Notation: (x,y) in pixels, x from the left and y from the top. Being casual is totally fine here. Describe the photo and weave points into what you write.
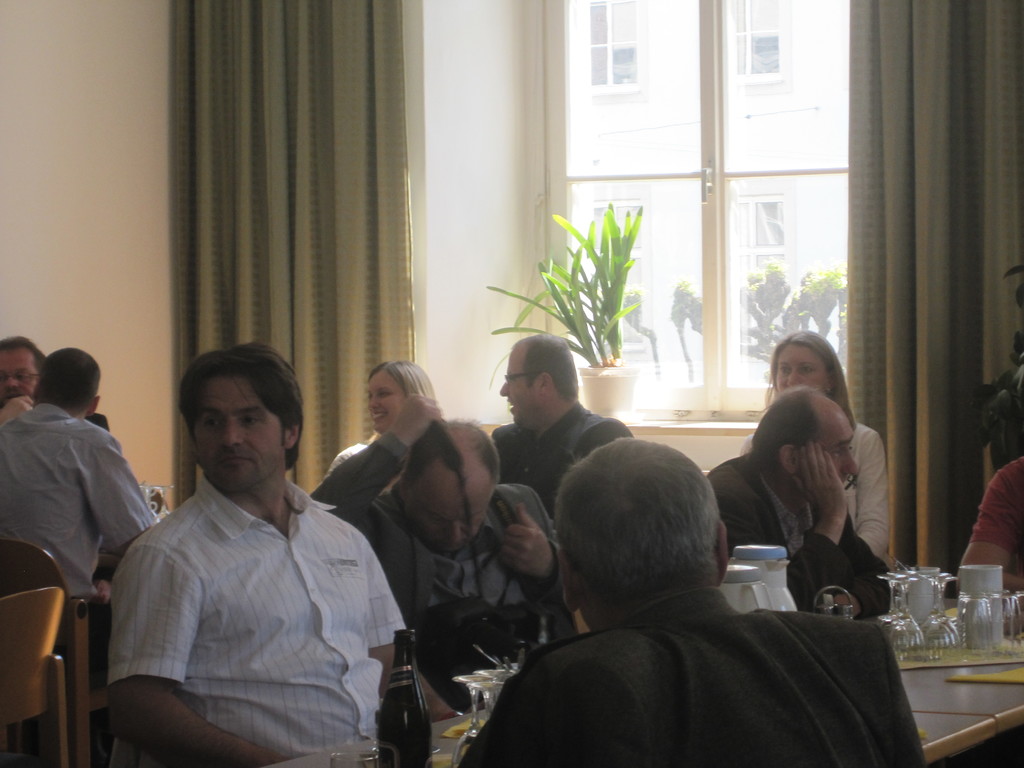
It is a restaurant (106,736), in front of the first dining table (447,737) there are some people (775,463) sitting, on the table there are glasses (896,623), flask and bottles (397,683), to the right side (726,259) there is a window (707,103) and a plant (600,407) in front of the window (688,299) outside the window (743,193) that is a building (743,193), in the background (96,91) there is a wall (136,102) and beside the wall (51,223) there are two curtains (369,221).
